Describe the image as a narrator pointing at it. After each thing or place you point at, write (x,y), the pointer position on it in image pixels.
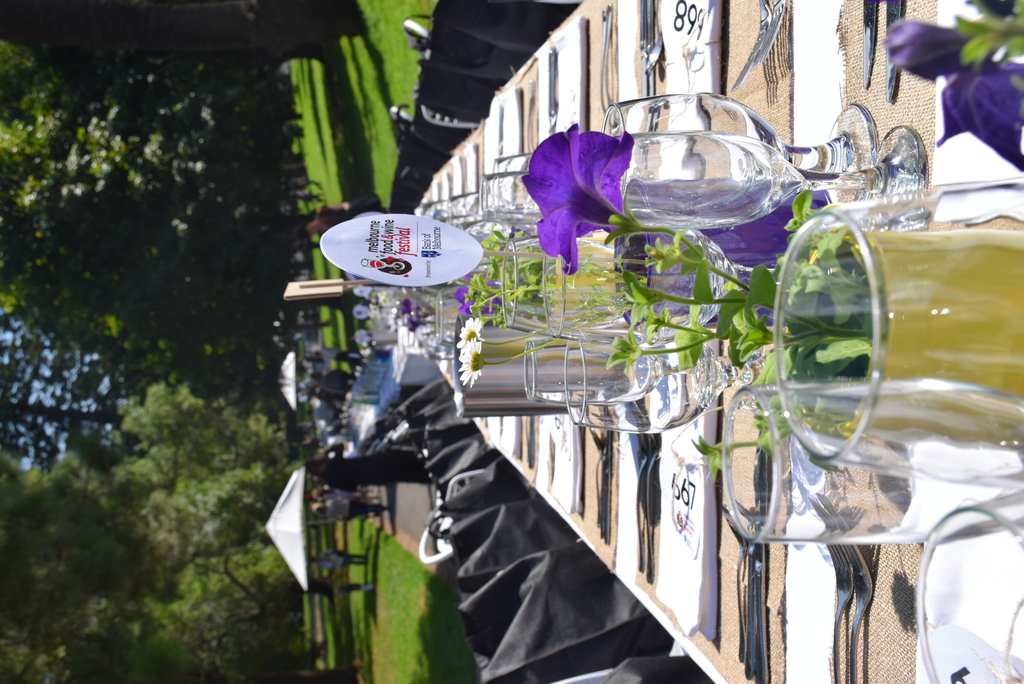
In this picture we can see a table (676,93), chairs (515,53), on this table (554,42) we can see glasses (686,107), plants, flowers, name board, forks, knives (554,61) and some objects (566,58) and in the background (361,452) we can see a group of people (363,465) on the ground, here we can see tents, grass (328,123) and trees (201,481).
